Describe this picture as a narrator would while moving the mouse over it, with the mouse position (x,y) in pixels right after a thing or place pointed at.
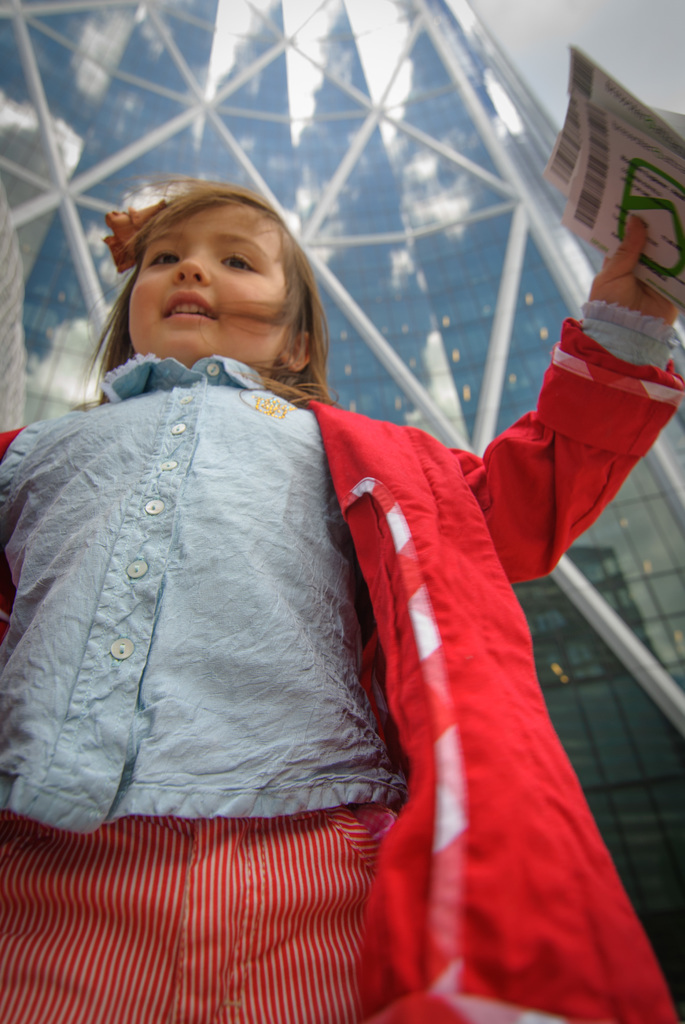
In this image we can see a girl (155,599) is standing, she is wearing blue shirt (214,520) and red color coat (452,609), holding papers (625,172) in her hand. Background (59,216) one building (455,189) is there.
